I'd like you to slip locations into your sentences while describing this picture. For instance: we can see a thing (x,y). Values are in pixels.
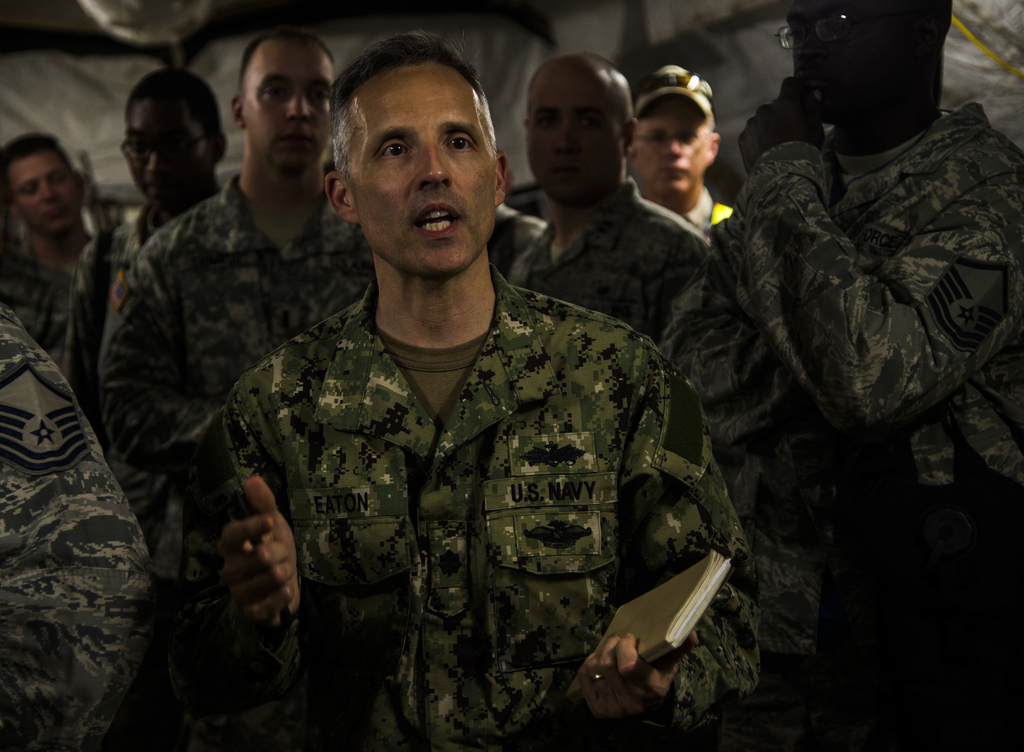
In this image we can see people (187,405) standing. They are all wearing uniforms (280,325). The man (261,564) standing in the center (506,481) is holding a book (694,613).
